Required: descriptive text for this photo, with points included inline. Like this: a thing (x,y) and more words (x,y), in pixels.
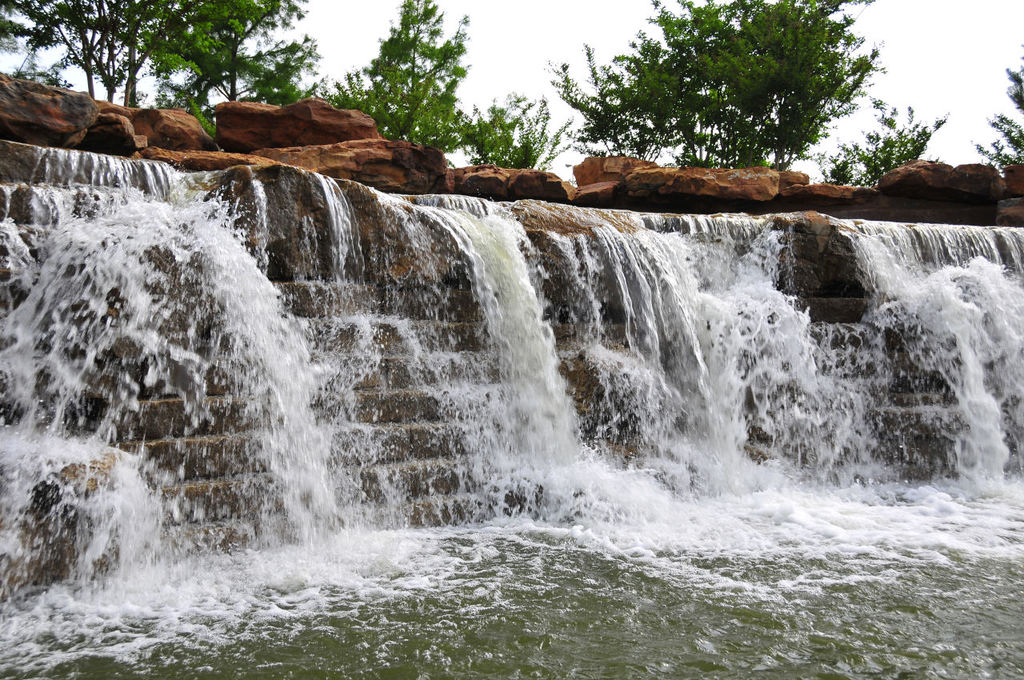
In this image in the front (470,345) there is waterfall (536,360). In the background (254,103) there are stones (388,165) and trees (443,95) and the sky (521,43) is cloudy.
